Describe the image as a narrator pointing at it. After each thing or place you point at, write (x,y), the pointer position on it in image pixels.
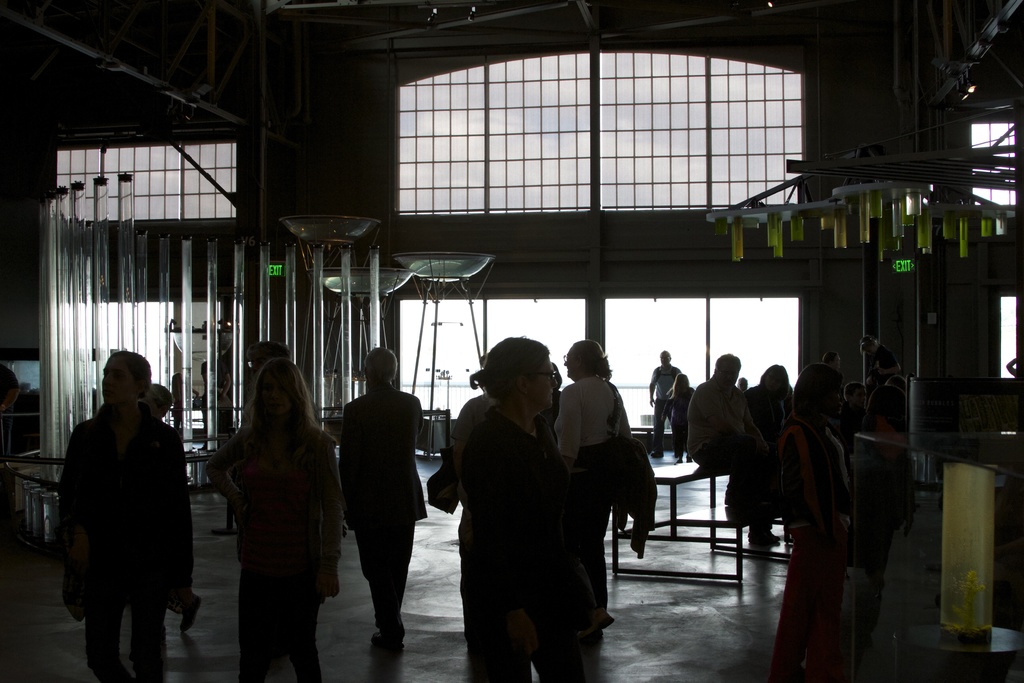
In this image we can see some people (309,533) standing on the floor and some are sitting on the benches (668,481). In the background (512,253) we can see walls (410,224), windows (522,183) and glass containers (50,376).
